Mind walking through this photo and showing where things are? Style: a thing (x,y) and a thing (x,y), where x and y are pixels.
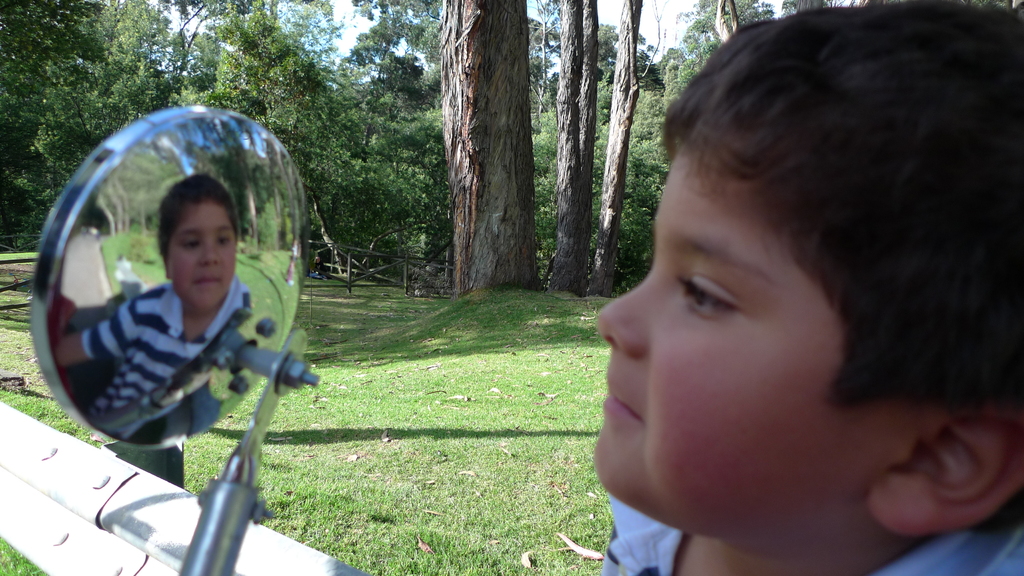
In this image I can see a person face (759,209). Back I can see few trees (396,210), fencing (358,267), the grass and steel object (181,205) in front (211,194).
